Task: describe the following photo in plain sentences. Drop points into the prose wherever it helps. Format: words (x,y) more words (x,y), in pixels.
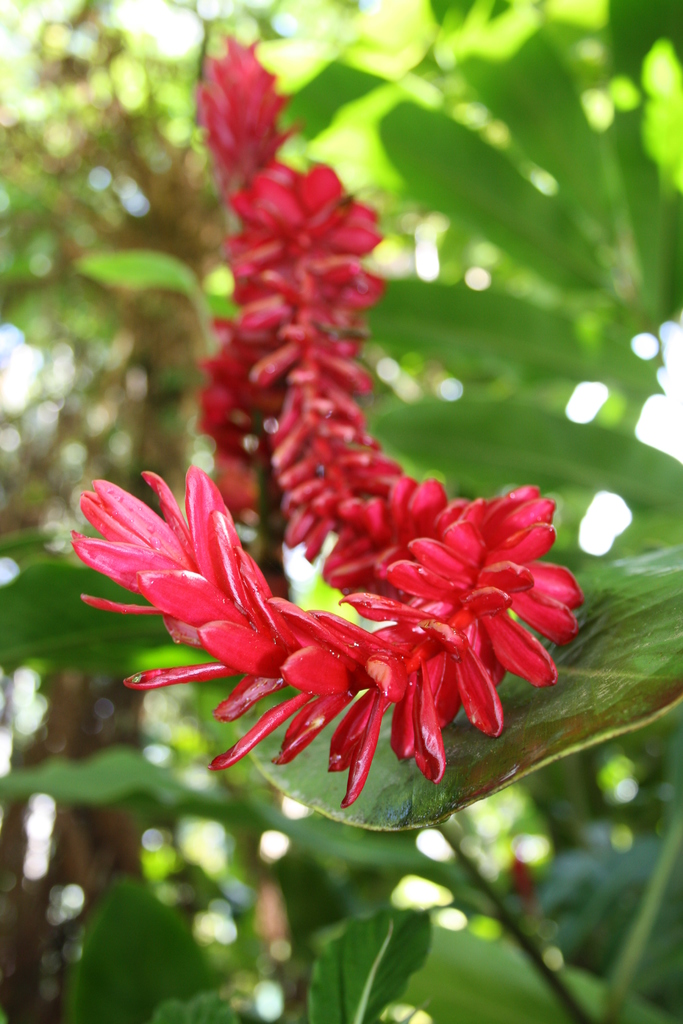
In this image I can see the flowers (229,714) to the plants (117,777). I can see these flowers (216,657) are in red color. And there is a blurred background (94,44).
